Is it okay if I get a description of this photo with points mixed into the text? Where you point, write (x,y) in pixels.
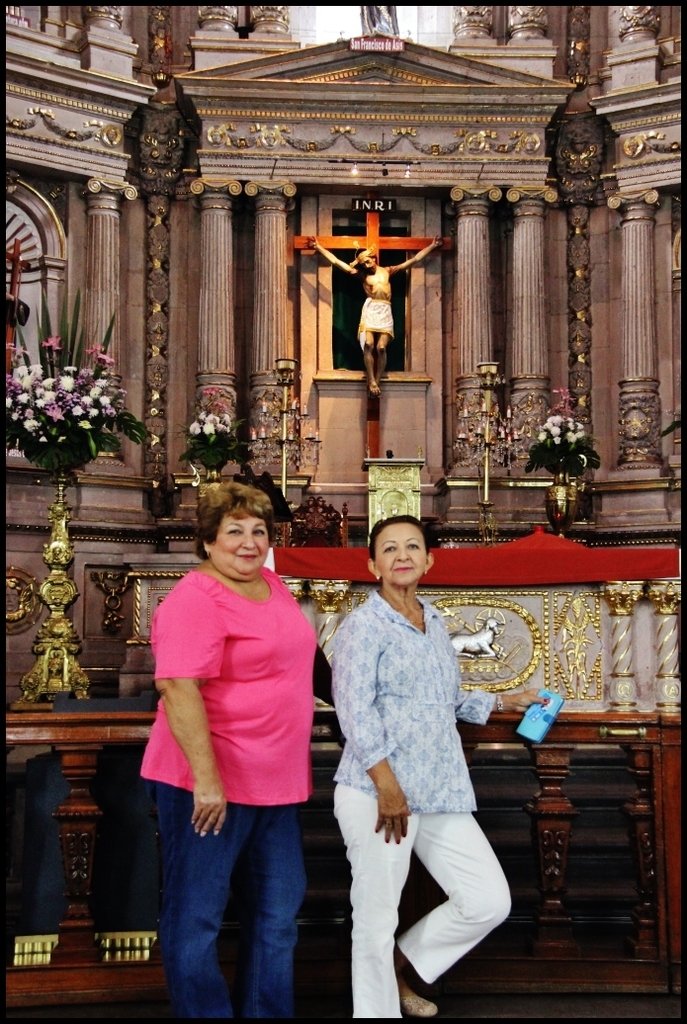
In this image there are two women (304,712) standing inside the church (334,729). In the background (384,292) Jesus (384,292) is visible. There are flower vases (581,428) and also pillars (277,265). The image has borders (685,1018).
